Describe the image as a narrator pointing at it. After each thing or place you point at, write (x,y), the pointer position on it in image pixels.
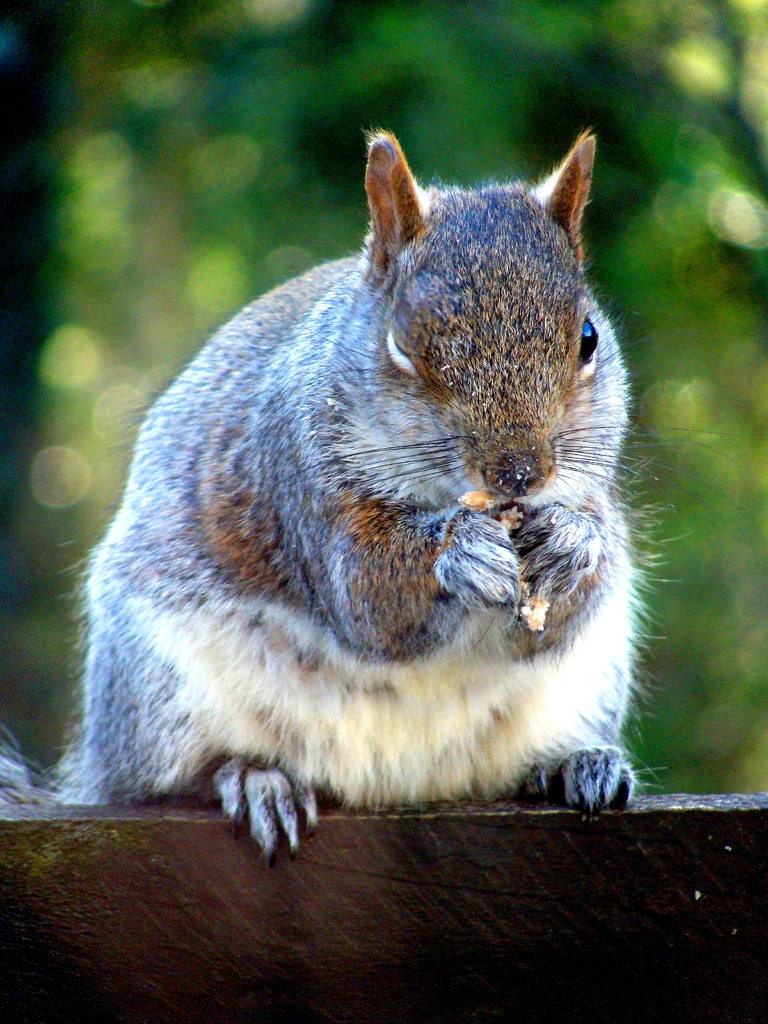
In this image there is a squirrel (390,615) holding food (481,504), the background of the squirrel (429,590) is green.
